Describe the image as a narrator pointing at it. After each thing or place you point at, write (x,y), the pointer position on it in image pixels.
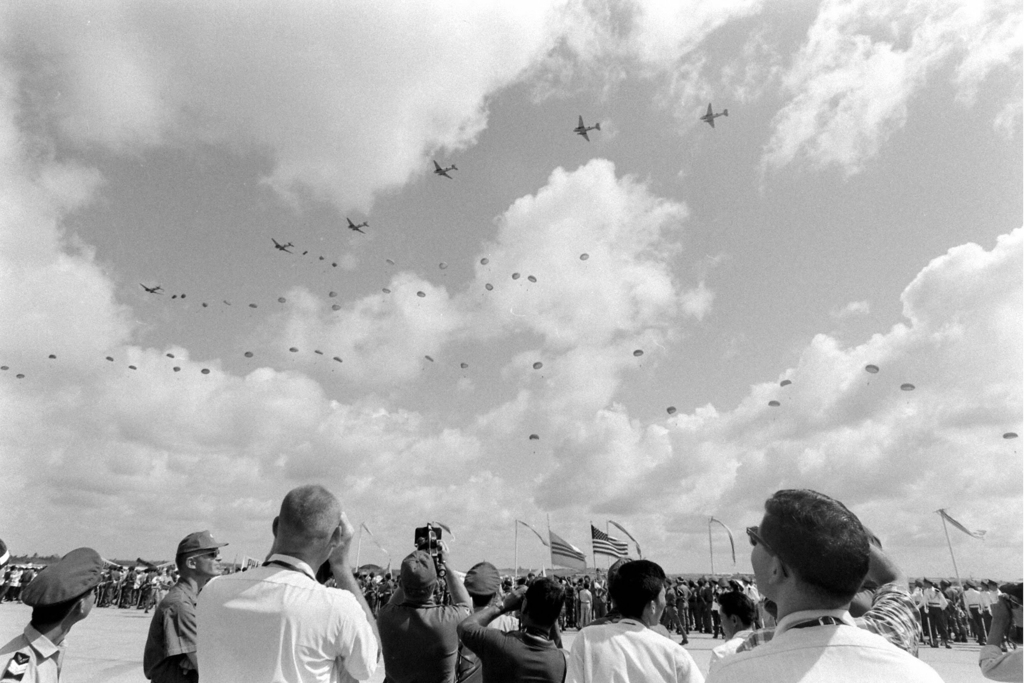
In this image on the ground (16,613) there are many people (558,639), flags (552,556) are there. People (341,548) are looking at the sky (492,300). In the sky (342,359) there are many flights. The sky (331,285) is cloudy.
